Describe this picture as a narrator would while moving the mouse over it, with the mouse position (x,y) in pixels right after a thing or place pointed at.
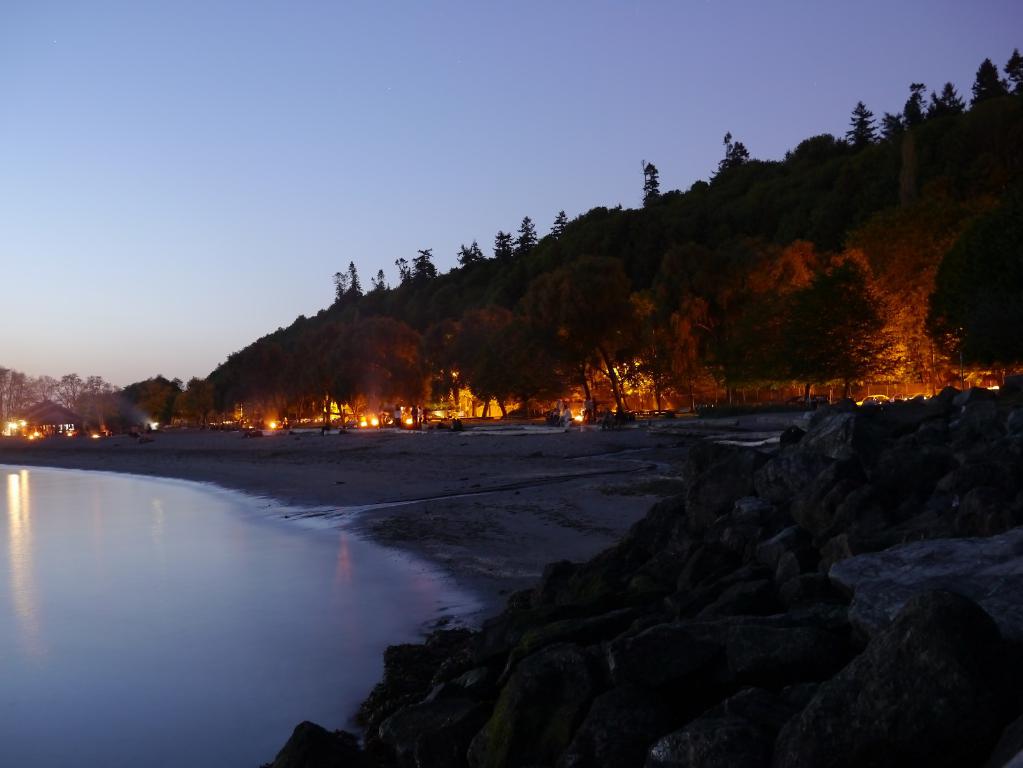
Here we can see water (119,510), trees (224,388) and lights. Sky (282,185) is in blue color.
